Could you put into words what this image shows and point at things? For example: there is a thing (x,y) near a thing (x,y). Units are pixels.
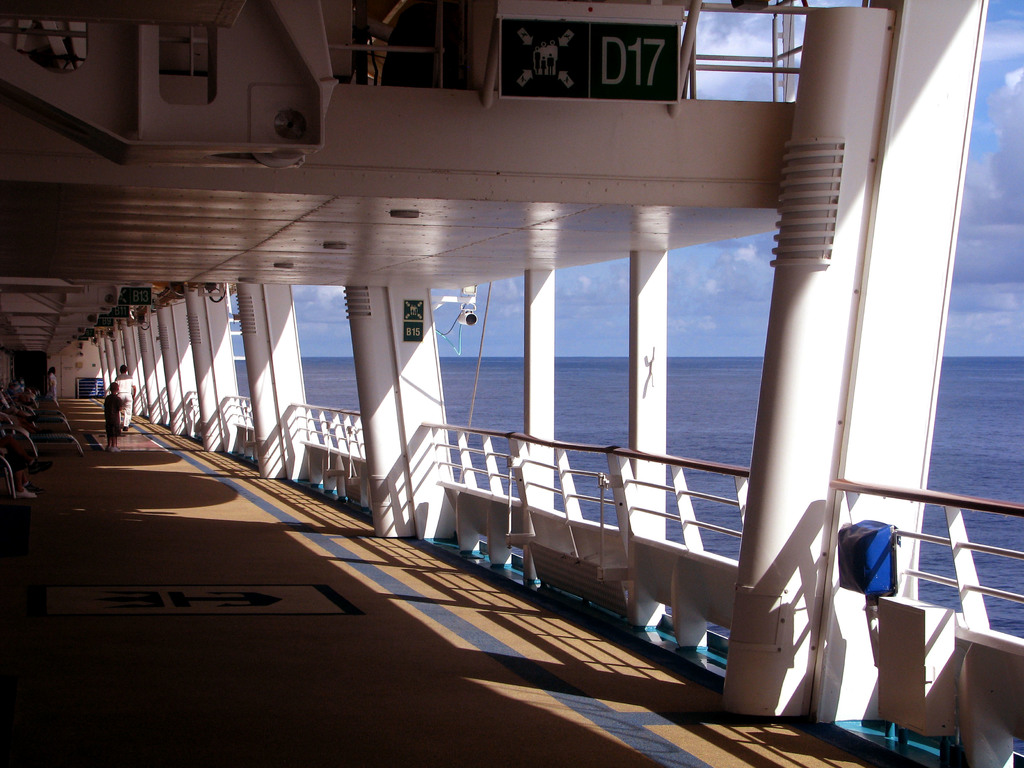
In this image there is a ship (186,472) and we can see people (109,408) in the ship (118,469). On the right (725,381) there is a water (726,435). In the background (990,219) we can see sky (693,312).
